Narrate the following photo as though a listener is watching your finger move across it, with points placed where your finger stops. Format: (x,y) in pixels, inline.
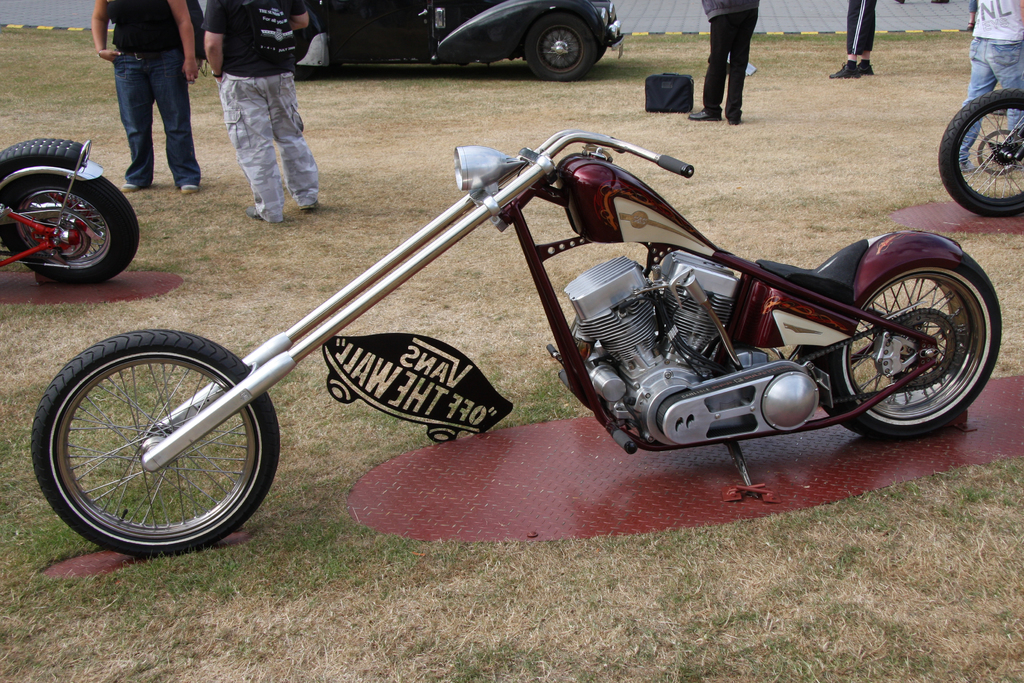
In this image I can see few motorcycles (585,329) and vehicles (506,45) on the ground (477,497). To the side of these motorbikes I can see few people (717,40) are standing with different color dresses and there is a black color bag (682,97) on the ground (706,141). In the background (653,25) there is a road (631,25).
